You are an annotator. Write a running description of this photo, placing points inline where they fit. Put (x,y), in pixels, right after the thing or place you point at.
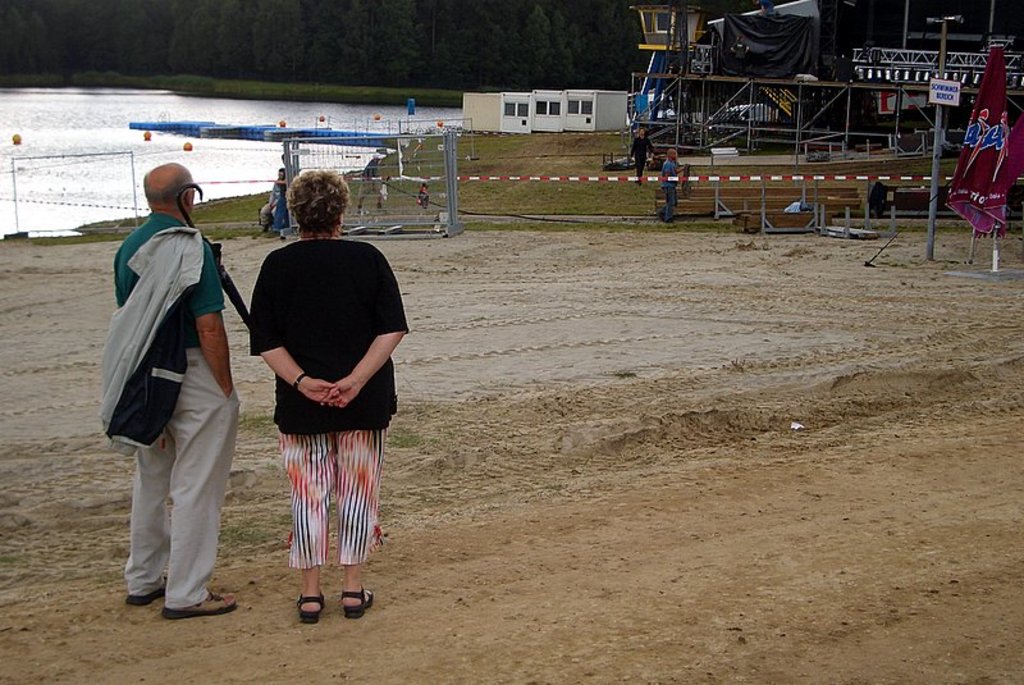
Here we can see a small lake (114,104) and we can see a open land (624,150). Here we can see two people (363,464) who are standing and she is women (346,483) and he is men (143,488) who is holding a jacket (185,253) and umbrella (187,217) in his hand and they are few people (675,186) who are working and also i can see electrical pole (938,143) and they are three sheds (556,95) after that we can see trees (155,16). Finally we can find red and white color pole (941,179) which is fixed and attached to the another pole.
